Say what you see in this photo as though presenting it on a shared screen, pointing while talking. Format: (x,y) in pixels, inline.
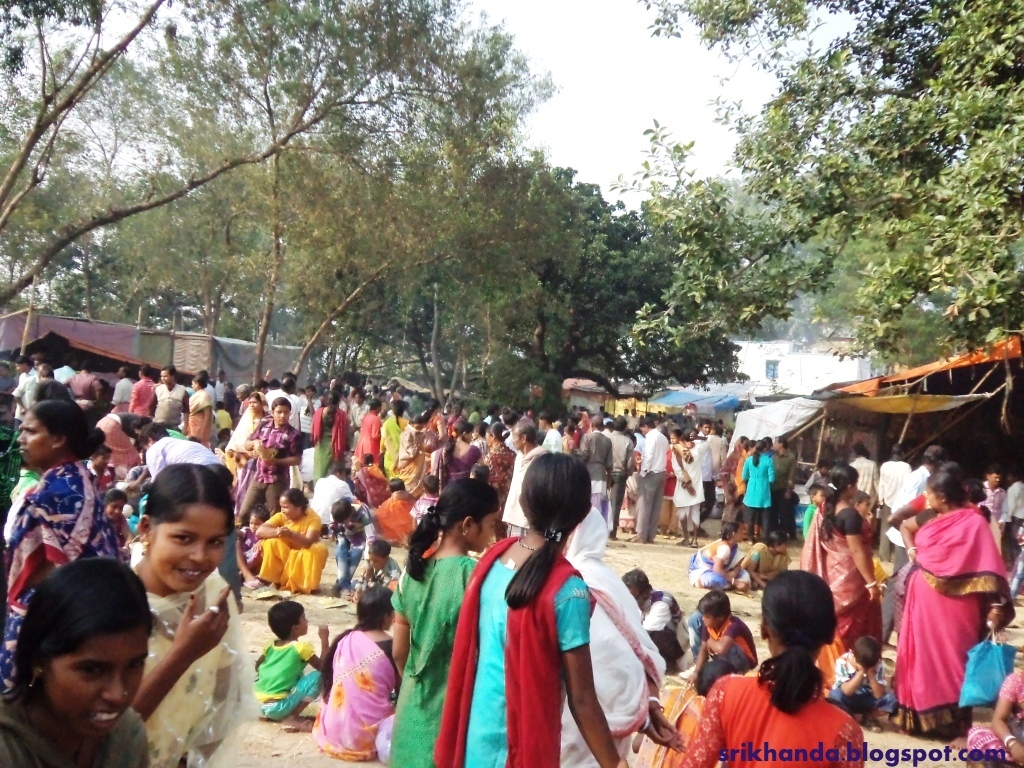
In this image we can see a group of people (602,540) standing on the ground (327,543), some people (379,625) are sitting. In the background (798,409), we can see some sheds (202,357), building (797,370), group of trees (629,252) and the sky (601,167).
